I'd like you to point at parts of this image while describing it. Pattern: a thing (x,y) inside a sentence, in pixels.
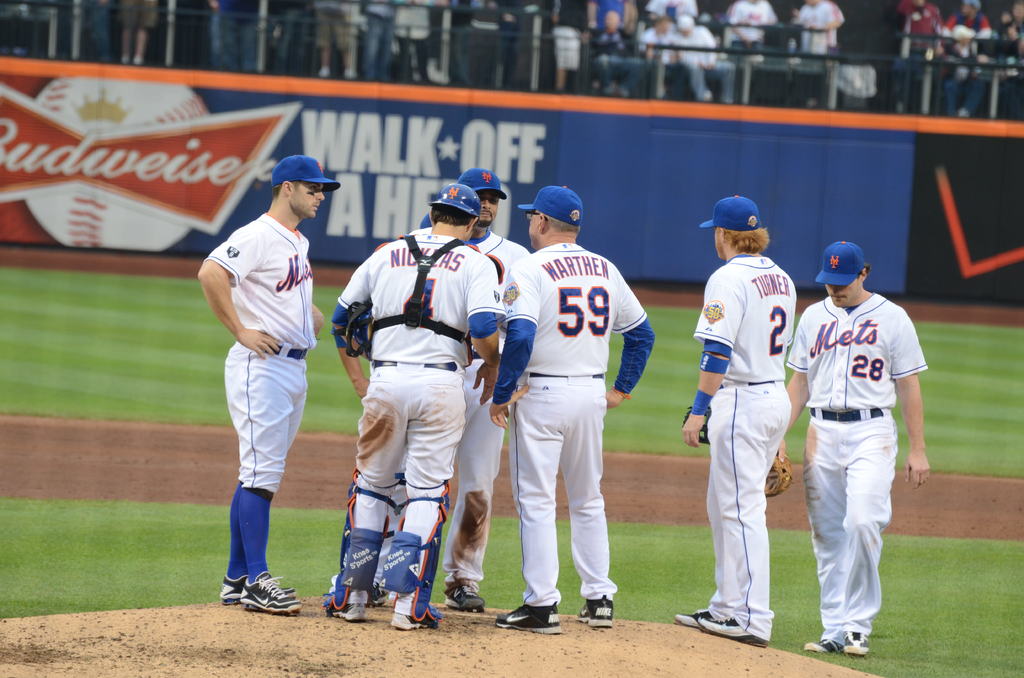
There are group of people (578,351) standing. They wore caps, T-shirts (590,373), trouser (450,440) and shoes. I think this is a baseball ground (184,592). This is a hoarding (630,189). In the background (592,44), I can see few people (695,44) sitting and standing.
